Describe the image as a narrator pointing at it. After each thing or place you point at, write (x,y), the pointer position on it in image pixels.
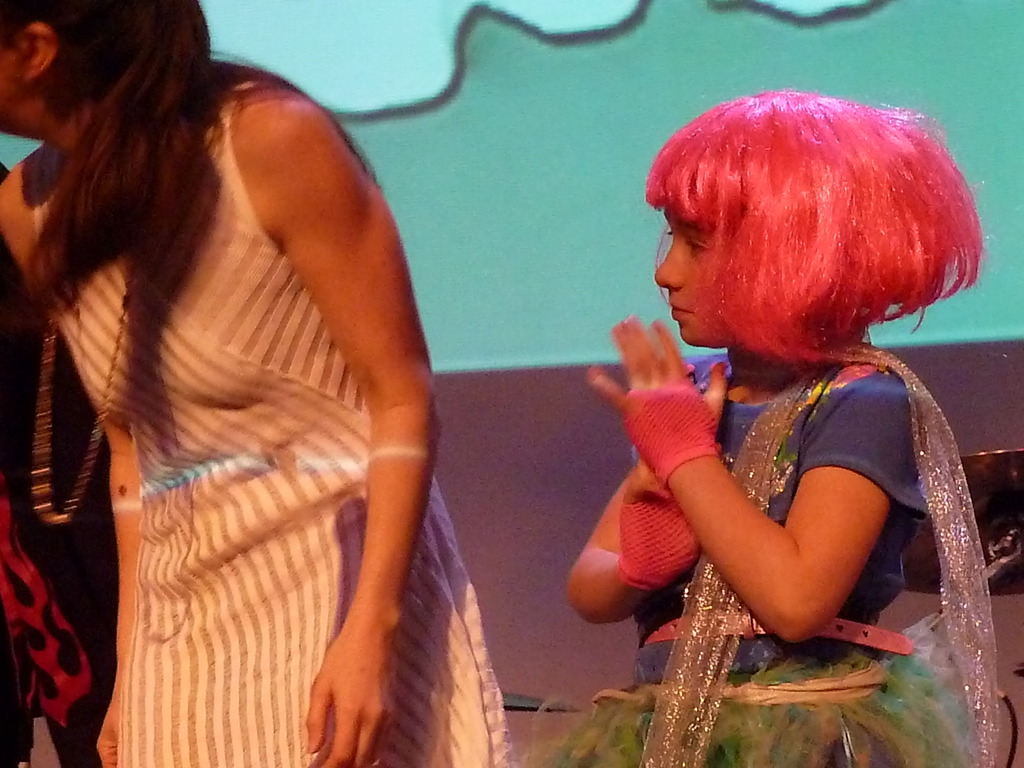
In this image there is a girl (584,564). Beside her there is a lady (45,252). In the background of the image (477,93) there is a wall (582,125).
